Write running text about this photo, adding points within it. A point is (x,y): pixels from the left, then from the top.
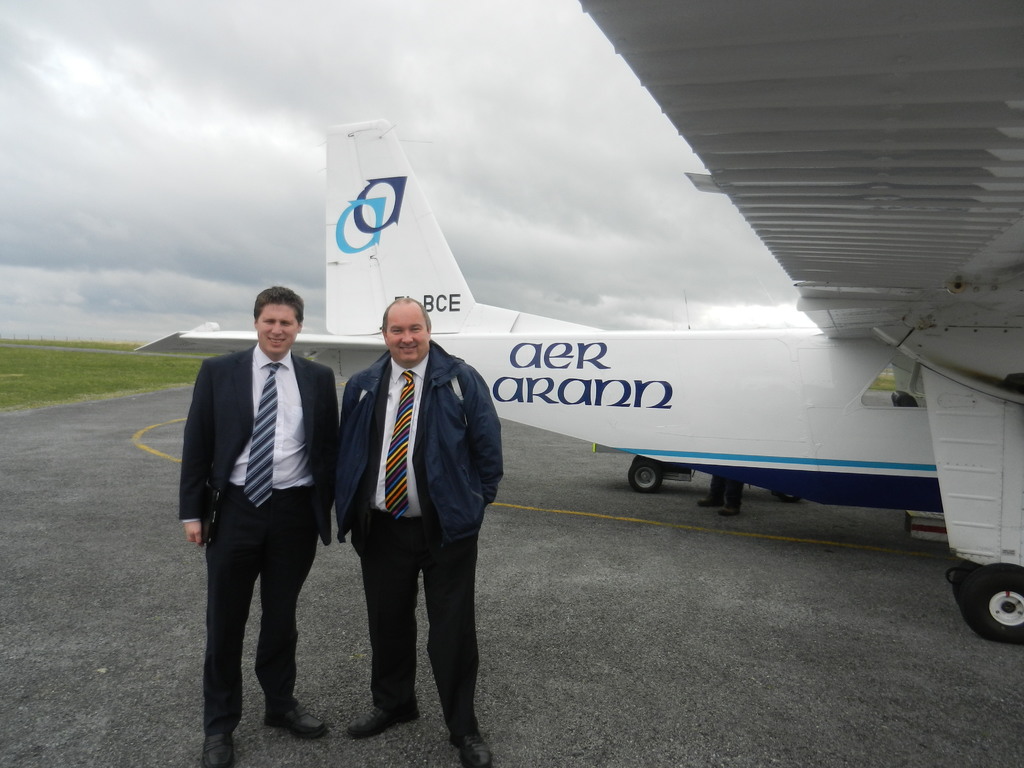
In the picture we can see a path (314,608) on it, we can see an aircraft (918,408) which is white in color and beside it, we can see two men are standing, they are in blazers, ties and shirts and behind them we can see a grass surface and behind it we can see a sky (127,314) with clouds (146,294).
